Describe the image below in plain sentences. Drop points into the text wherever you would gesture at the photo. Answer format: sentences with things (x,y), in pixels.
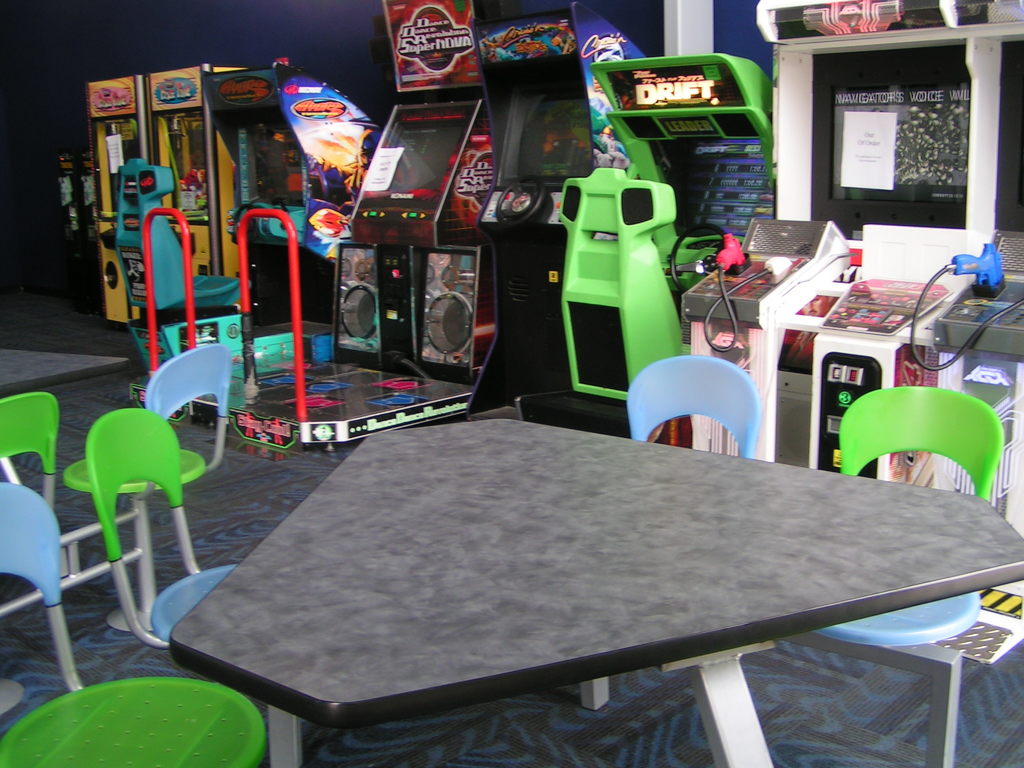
At the bottom of the image (387,593) there is a table (378,640) and we can see chairs (51,734). In the background (387,400) there is a game zone (532,246) and we can see a wall (115,59).
